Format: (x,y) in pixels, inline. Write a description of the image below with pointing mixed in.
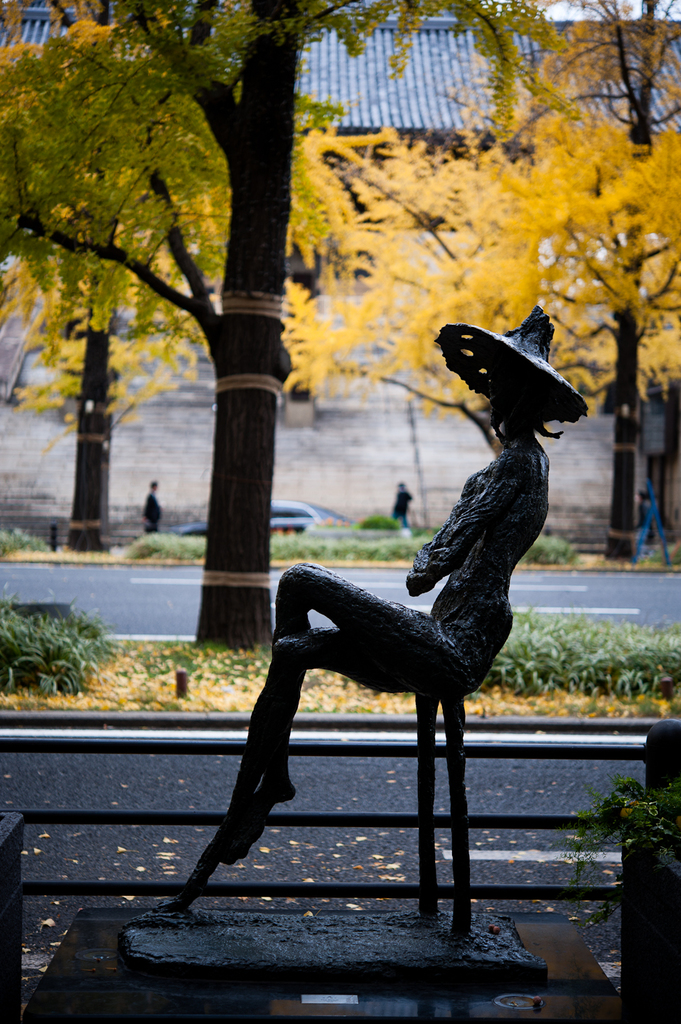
This image is taken outdoors. In the background (282,149) there are a few trees (305,357), a house (314,459) and a car (311,520) is parked on the road (161,573) and two people (148,530) are standing on the road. In the middle of the image (383,548) there is a road (355,847) and a ground (165,691) with grass (171,671) on it. In the middle of the image (446,666) there is a statue (369,648) and a railing (318,743).
